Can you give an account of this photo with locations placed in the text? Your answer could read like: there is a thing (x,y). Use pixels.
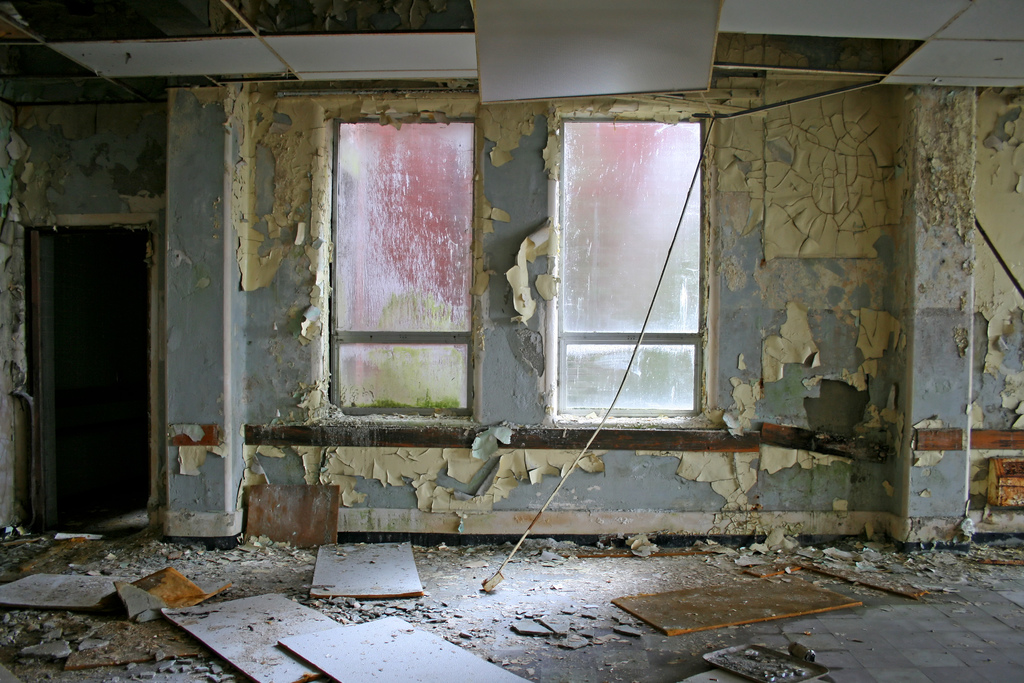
This image is taken inside the old building (568,392). In the center (506,381) there is a wall (199,395) and we can see windows (432,340) and a door (93,371). At the bottom (379,559) there are wooden blocks (287,608).
